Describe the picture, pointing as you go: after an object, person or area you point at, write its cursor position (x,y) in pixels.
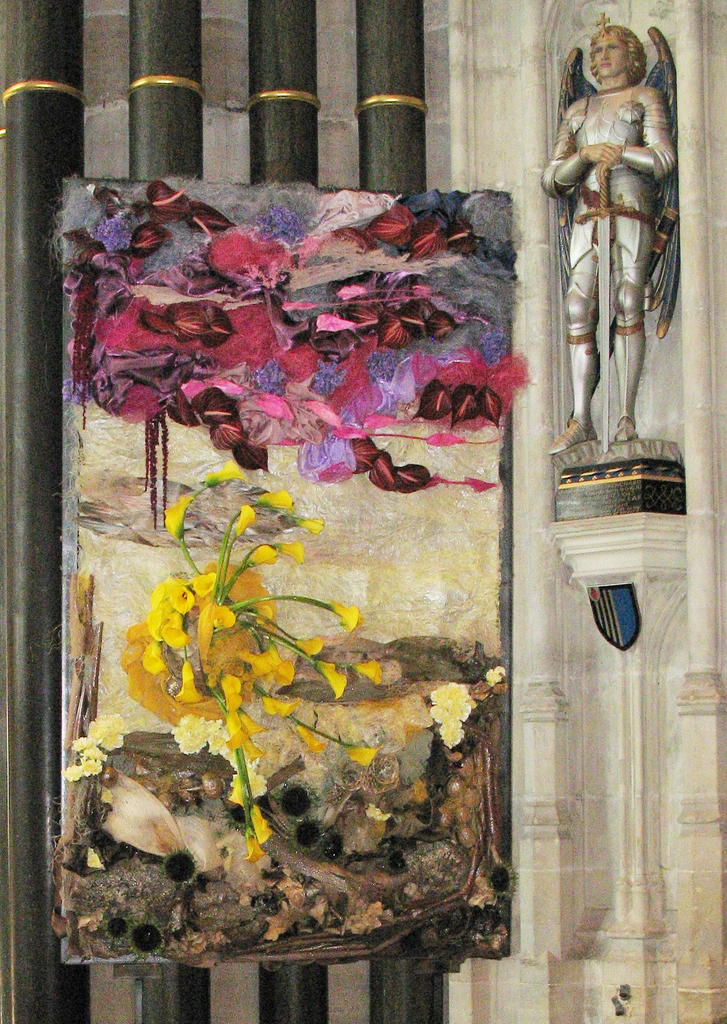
On the left side (137,108) there are four poles (192,136). On that there is a painting (272,684). On the right side (634,317) there is a statue (607,258) on the wall (580,650).
